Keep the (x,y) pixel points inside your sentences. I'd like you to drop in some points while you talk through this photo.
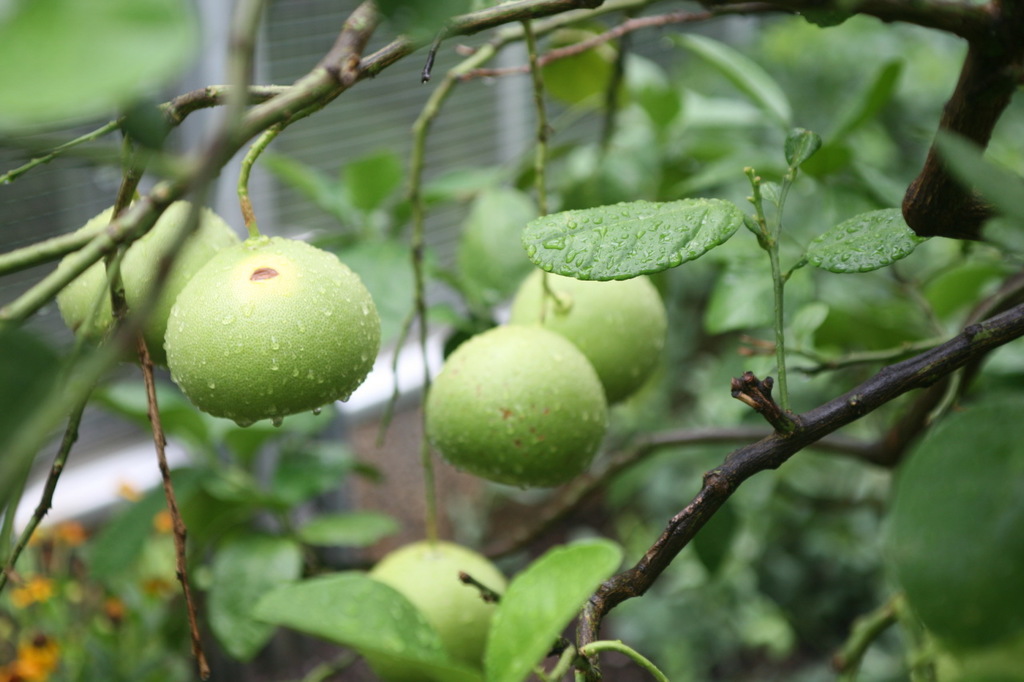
In this picture, we can see tree (417,229) with fruits (623,374), leaves (477,269) and we can see the blurred background (470,189).
